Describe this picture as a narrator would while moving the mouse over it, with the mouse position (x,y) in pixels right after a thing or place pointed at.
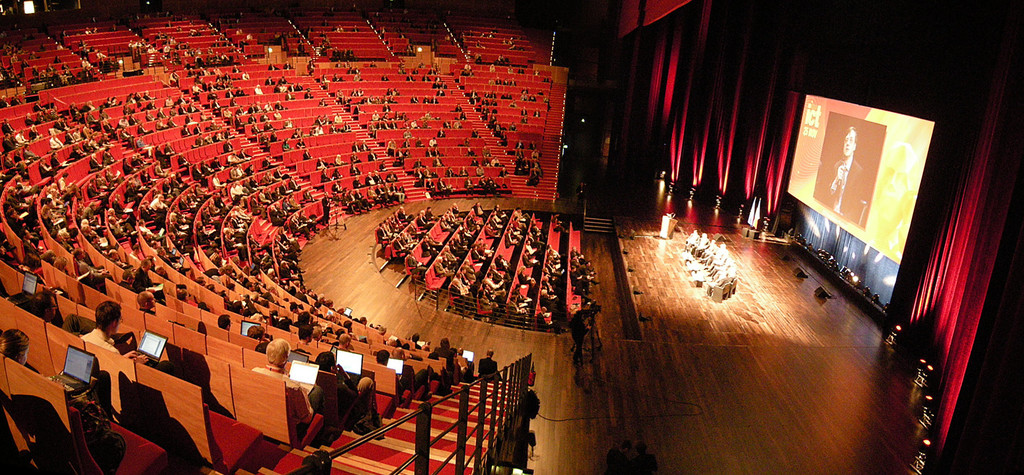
There are people (329,367) sitting and we can see chairs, steps (442,454), fence (421,416) and laptops (349,366). On the right side (837,164) the image we can see people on the stage (747,241) and we can see screen (881,166) and lights (928,418), in this screen (843,151) we can see a man (839,179) holding a microphone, behind this screen (856,127) we can see curtains (816,235).
